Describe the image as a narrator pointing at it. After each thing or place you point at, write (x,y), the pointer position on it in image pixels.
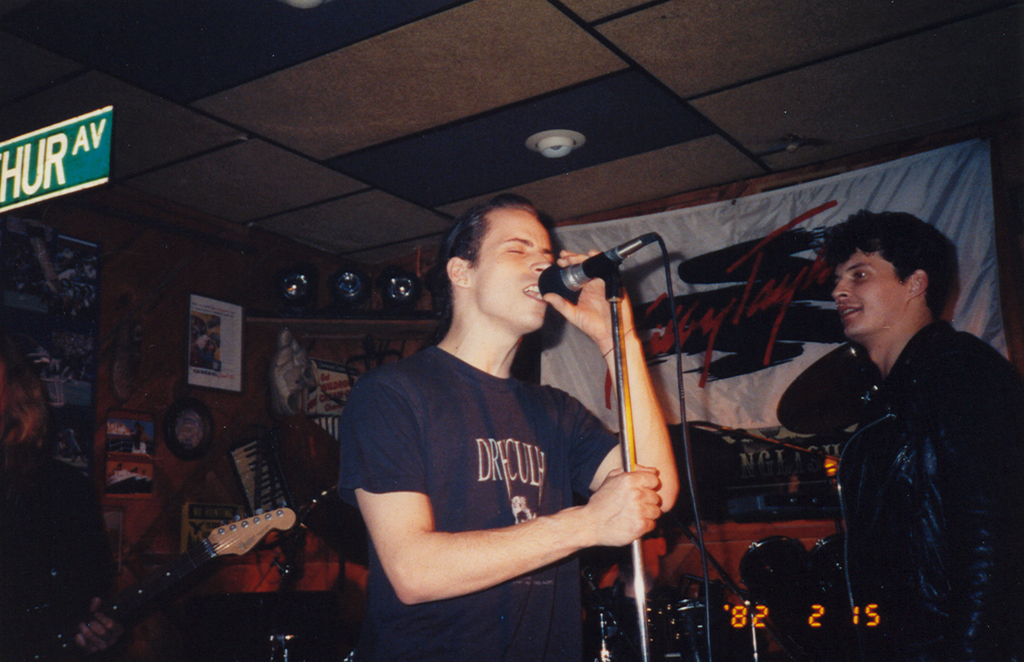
There are two people (487,471) standing. One person (594,445) is singing a song and holding the mike (599,261). This is a white color banner (720,258) attached to the wall (1003,168). This looks like a poster (59,299), frame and few other things (169,436) attached to the wall (159,299). At the very left corner of the image (70,556) I can see a person (37,561) holding guitar (120,605). I think these are the lights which are placed on the rack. At the background (263,464) that looks like a piano (274,476). This is the rooftop (288,116) and here I can see a green color board (84,151).
